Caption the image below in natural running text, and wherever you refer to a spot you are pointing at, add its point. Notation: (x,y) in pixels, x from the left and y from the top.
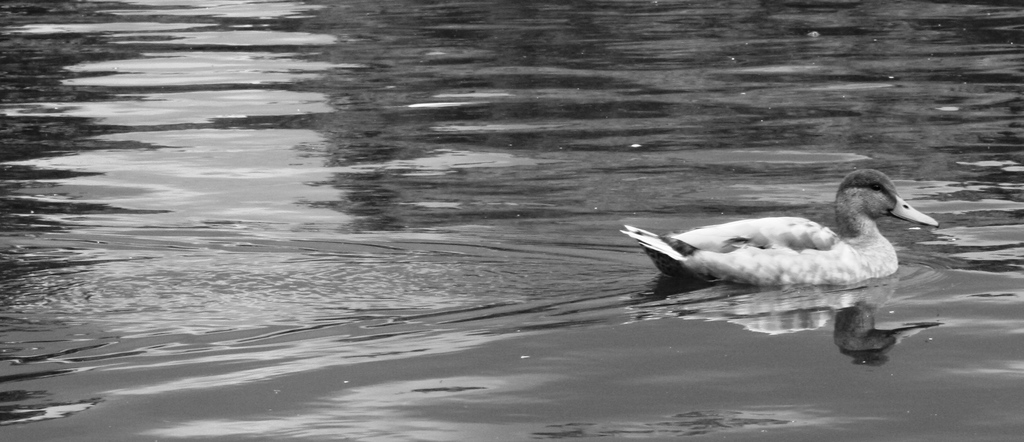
In this image we can see a black and white picture of a bird (866,233) in the water (665,314).
